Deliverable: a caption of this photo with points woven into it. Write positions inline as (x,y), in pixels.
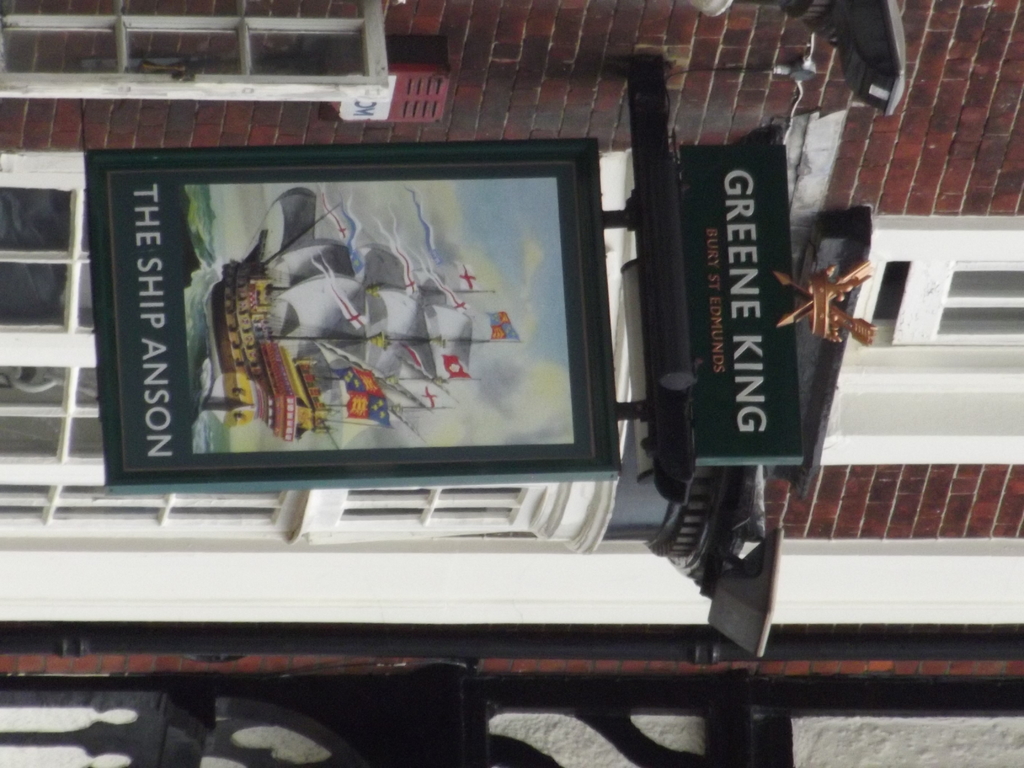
In this picture we can see a building (845,703) where, we can see glass windows (10,441) here, there is a board (266,471) here, in this board (420,413) we can see a ship (275,372) and some text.
